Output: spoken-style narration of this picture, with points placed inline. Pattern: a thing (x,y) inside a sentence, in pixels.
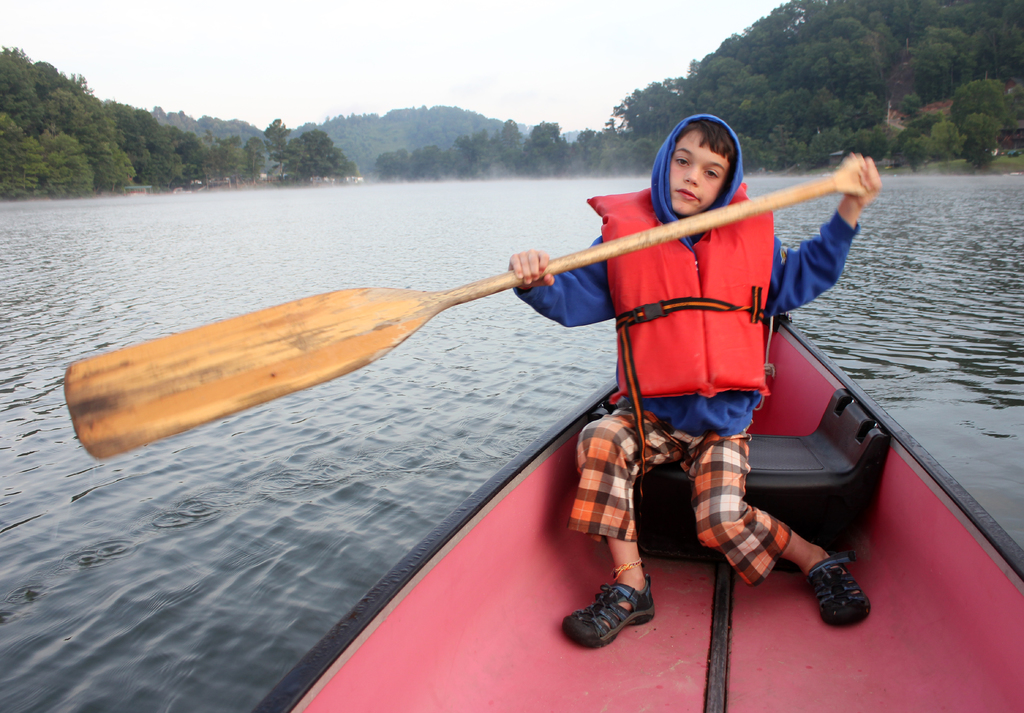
In the background (505,41) we can see the sky (634,40) and trees (11,113). In this picture we can see a boy (755,551) wearing a hoodie (778,252) and a life jacket (762,299), holding a paddle (464,292) and sitting in a boat (779,462) which is on the water (342,524).
